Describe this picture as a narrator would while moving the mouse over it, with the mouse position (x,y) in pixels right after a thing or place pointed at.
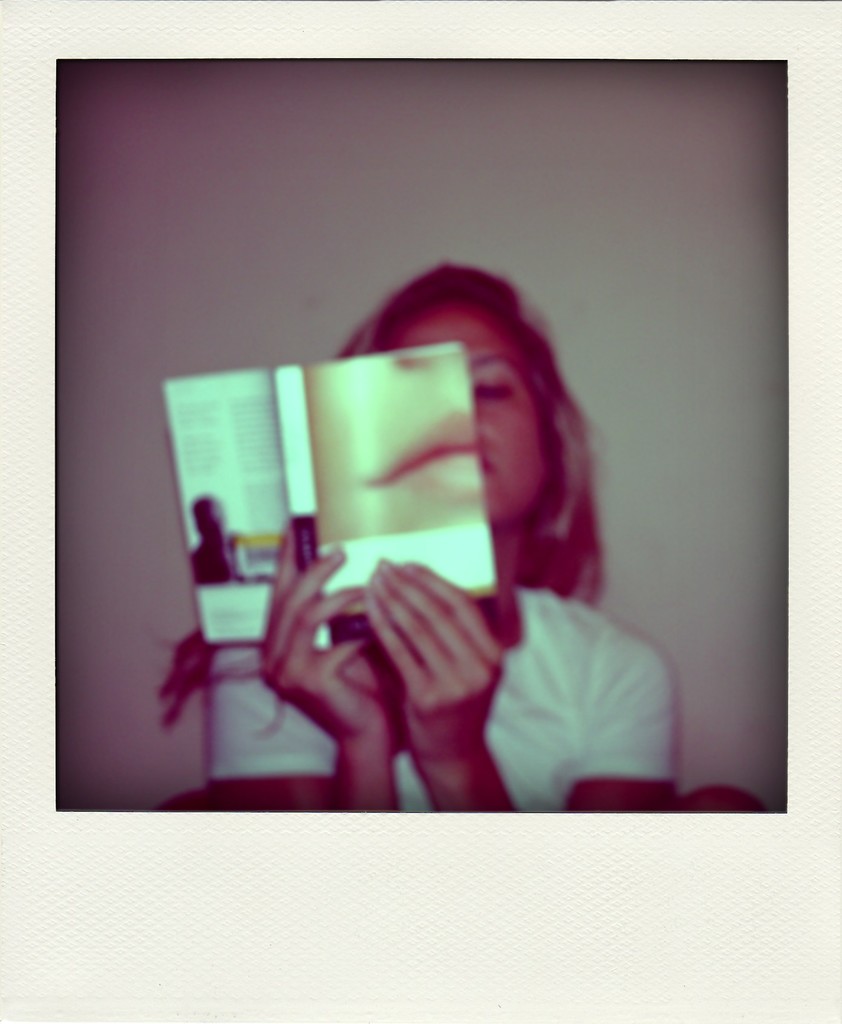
In this image girl (377,664) is sitting by holding the book (388,488) with hands (407,638).
